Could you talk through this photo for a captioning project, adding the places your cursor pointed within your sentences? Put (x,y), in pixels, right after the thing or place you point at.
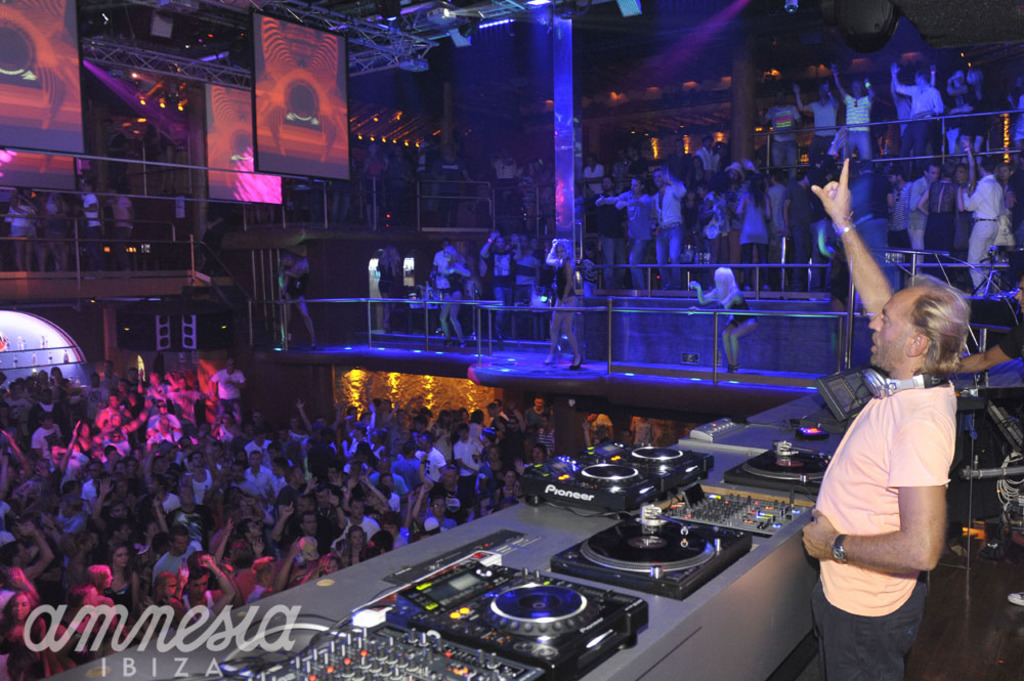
In this picture we can see a man (891,526) standing on the floor (944,592). In front of him we can see a group of people (855,144), devices (531,604), railings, lights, boards (226,119) and some objects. In the background (185,253) it is dark.
